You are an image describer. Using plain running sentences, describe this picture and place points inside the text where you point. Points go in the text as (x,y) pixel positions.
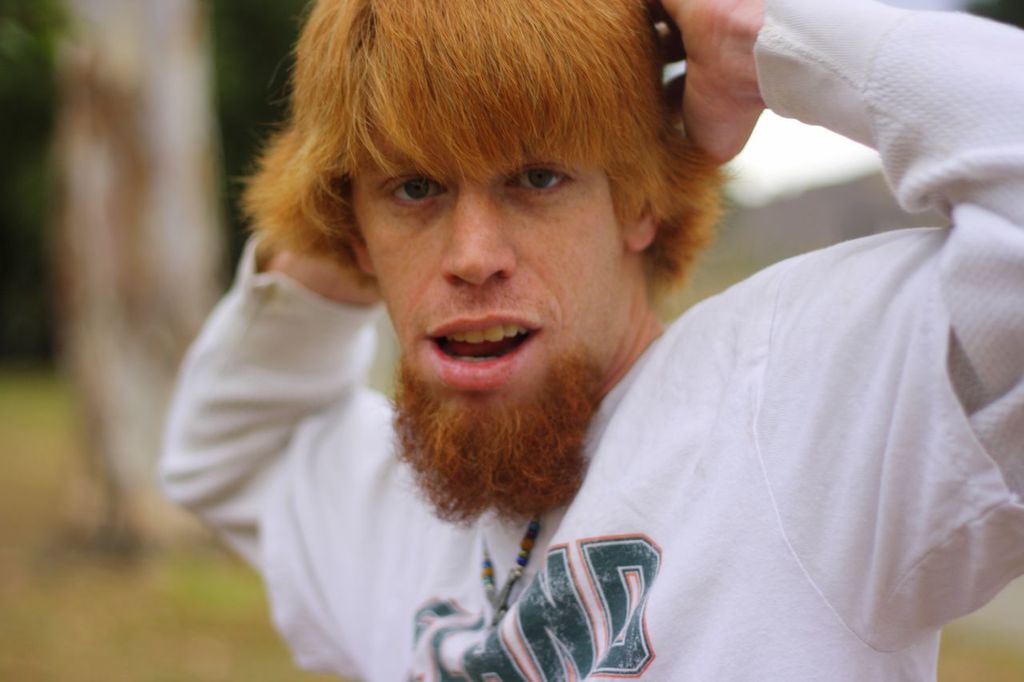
In this image I can see the person (570,493) and the person (656,482) is wearing white color shirt (766,504). In the background (217,151) I can see few trees (262,88) in green color.
